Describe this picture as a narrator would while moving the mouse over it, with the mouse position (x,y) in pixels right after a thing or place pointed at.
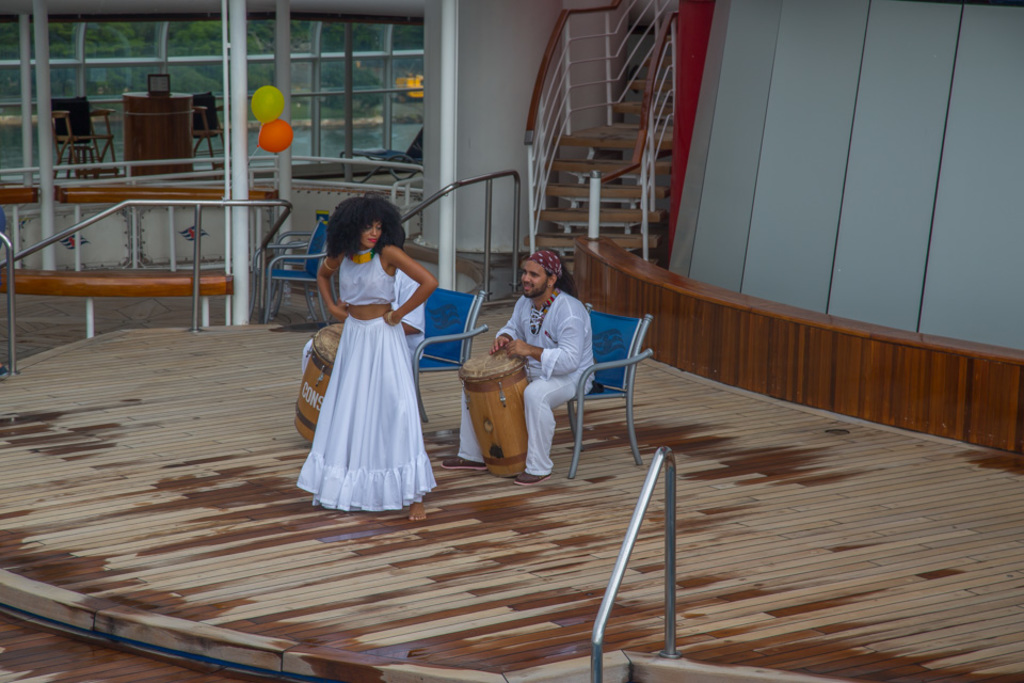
In the image there are two people (343,290) man (549,336) and woman (400,313). Man (537,332) is sitting on chair (602,373) and playing a musical instrument (511,364), in background (570,185) we can see a staircase (599,144), window (254,139), balloons (268,141), table (171,139), chair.
